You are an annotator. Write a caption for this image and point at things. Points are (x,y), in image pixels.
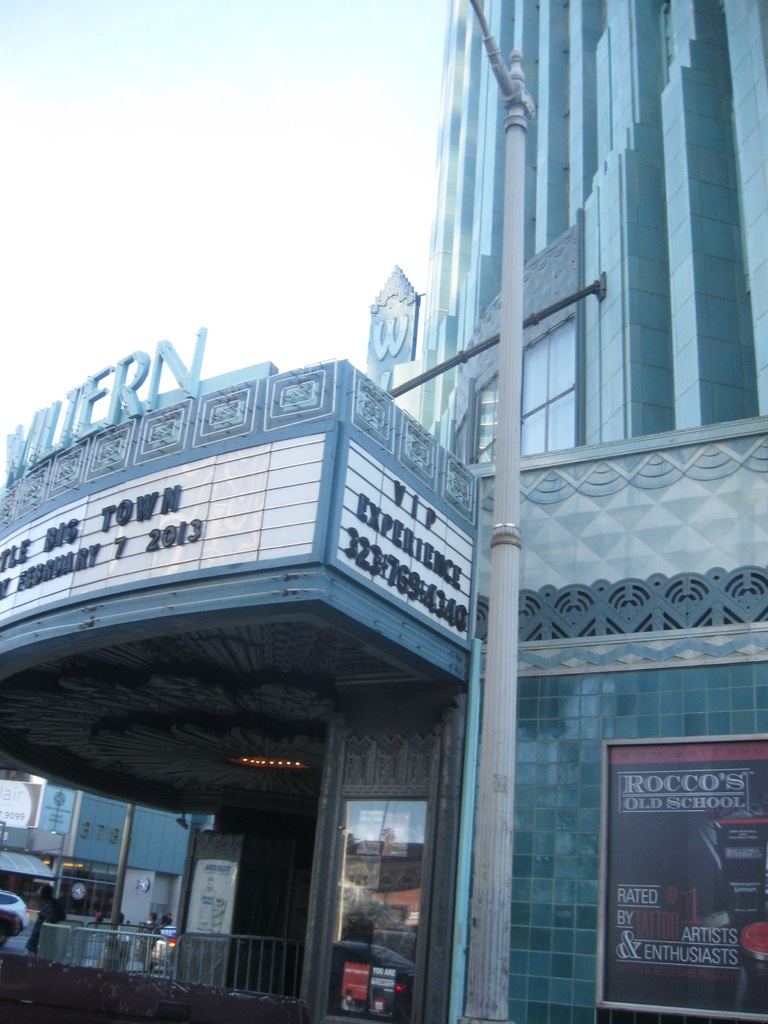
In the image there is a huge building (400,454) and in front of the building (459,487) there is a pole (510,135) and some vehicles (12,924).
